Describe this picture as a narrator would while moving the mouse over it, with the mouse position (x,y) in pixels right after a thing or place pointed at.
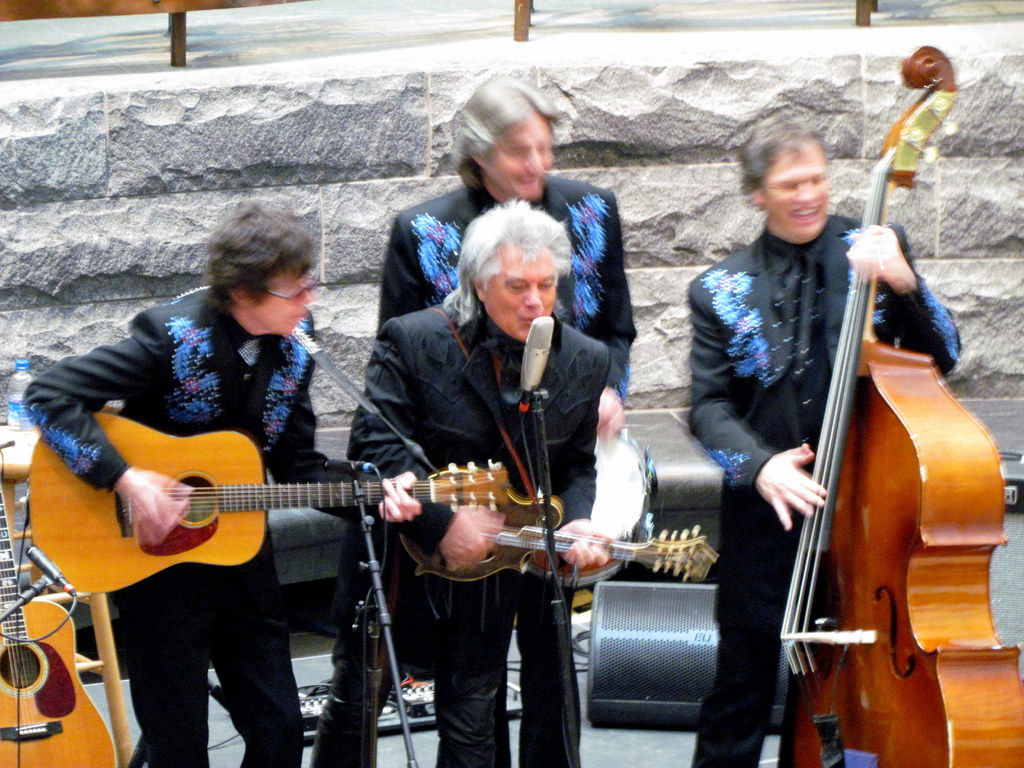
In this picture there are group of people (537,760) those who are standing at the center of the image (444,455) by holding the guitars (54,455) in their hands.
